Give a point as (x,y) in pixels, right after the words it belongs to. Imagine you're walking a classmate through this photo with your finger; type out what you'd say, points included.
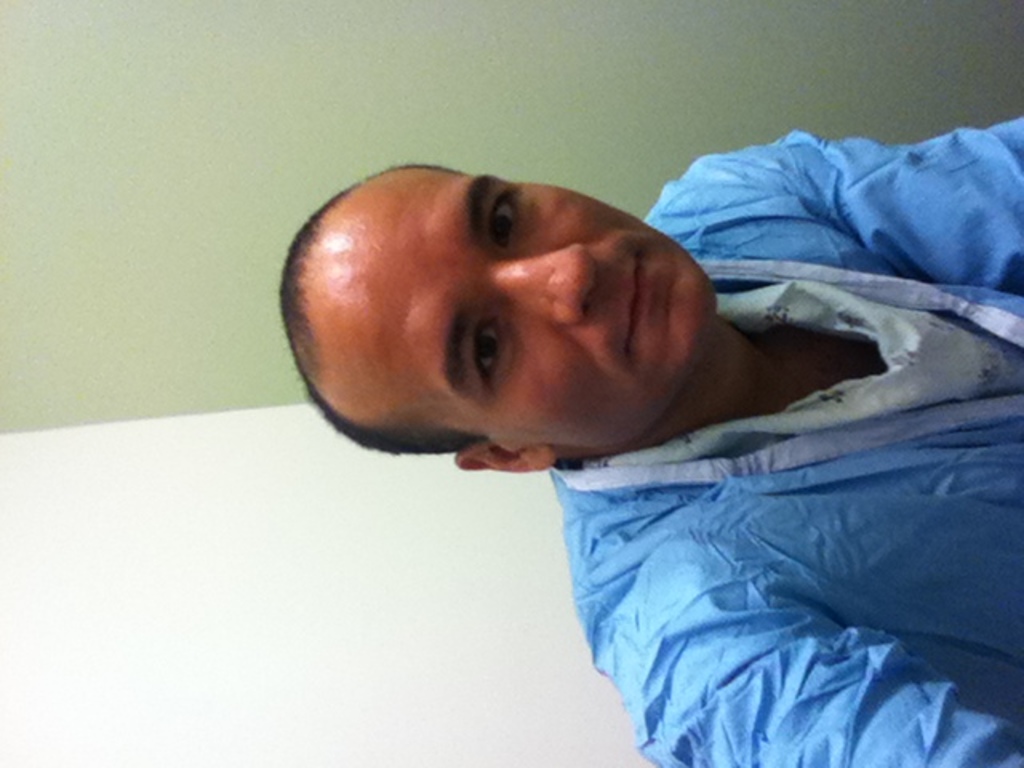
In this picture we can observe a man (769,298) wearing blue color dress (813,518). In the background (379,525) we can observe a wall (159,457) which is in white and green color.
